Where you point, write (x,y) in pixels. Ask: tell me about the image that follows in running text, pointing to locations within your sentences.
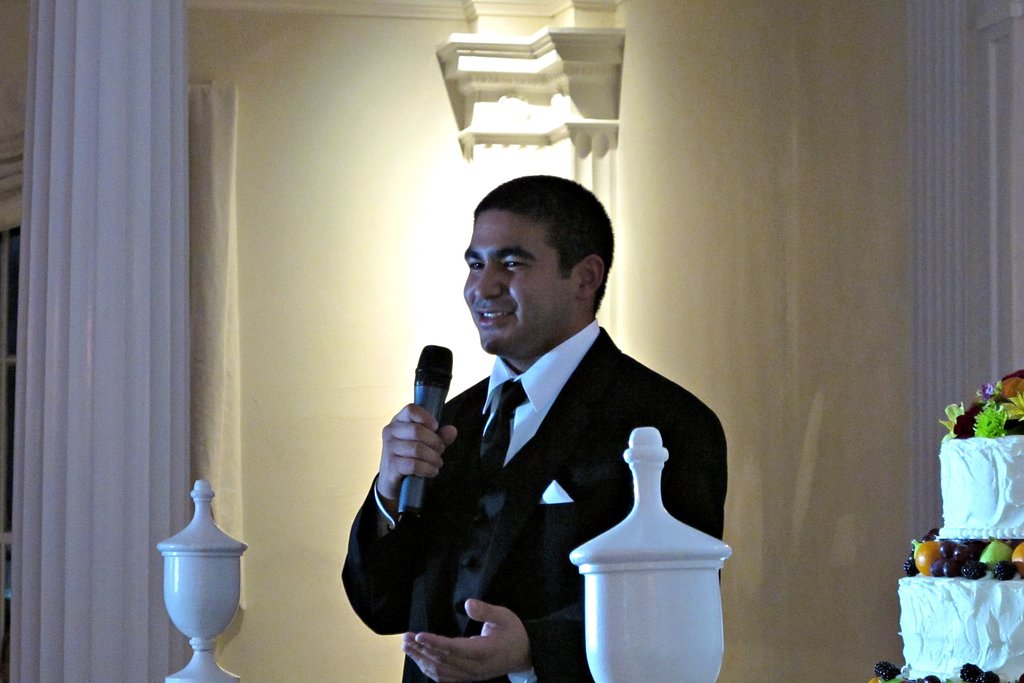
In the center of the image (520,335) there is a person (532,439) wearing a suit (459,453), holding a mic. In the background of the image (395,136) there is wall (347,193). To the right side of the image (925,634) there is a cake (937,611). To the left side of the image (81,461) there is a pillar (32,306).
